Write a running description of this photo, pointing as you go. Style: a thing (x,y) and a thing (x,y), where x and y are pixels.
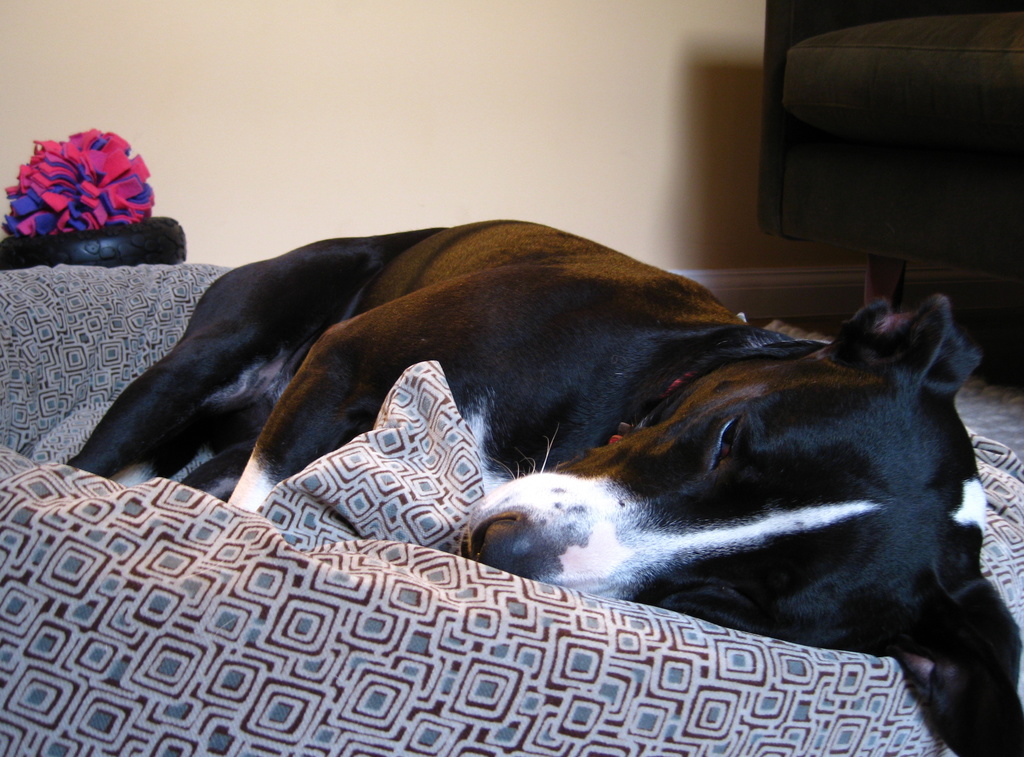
As we can see in the image there is a wall (604,68), sofa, cloth (70,300) and black color dog (653,441) sleeping on cushion (501,581).
